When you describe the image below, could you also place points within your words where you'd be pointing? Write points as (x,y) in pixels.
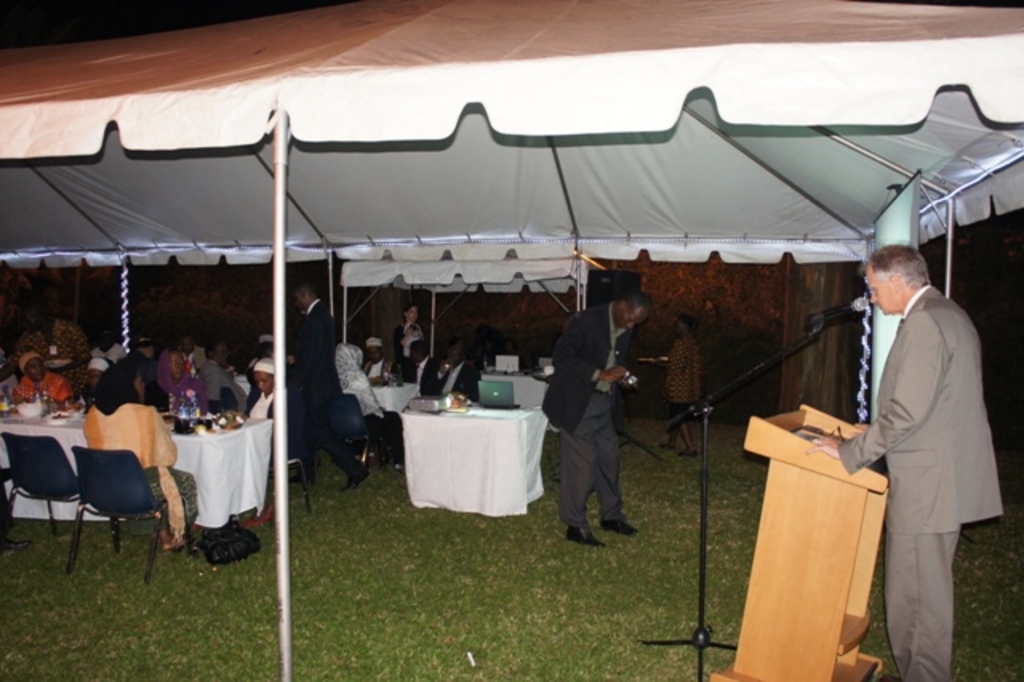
In this image there are people (169,400) sitting on chairs (12,443) and there are tables (247,431), on that tables (250,420) there are clothes (266,439) and few items (428,403), few people (558,419) are standing on grassland (558,610) and there is a man (889,451) standing near a podium (812,501) and there is a mike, at the top (231,169) there is a roof (372,128).
